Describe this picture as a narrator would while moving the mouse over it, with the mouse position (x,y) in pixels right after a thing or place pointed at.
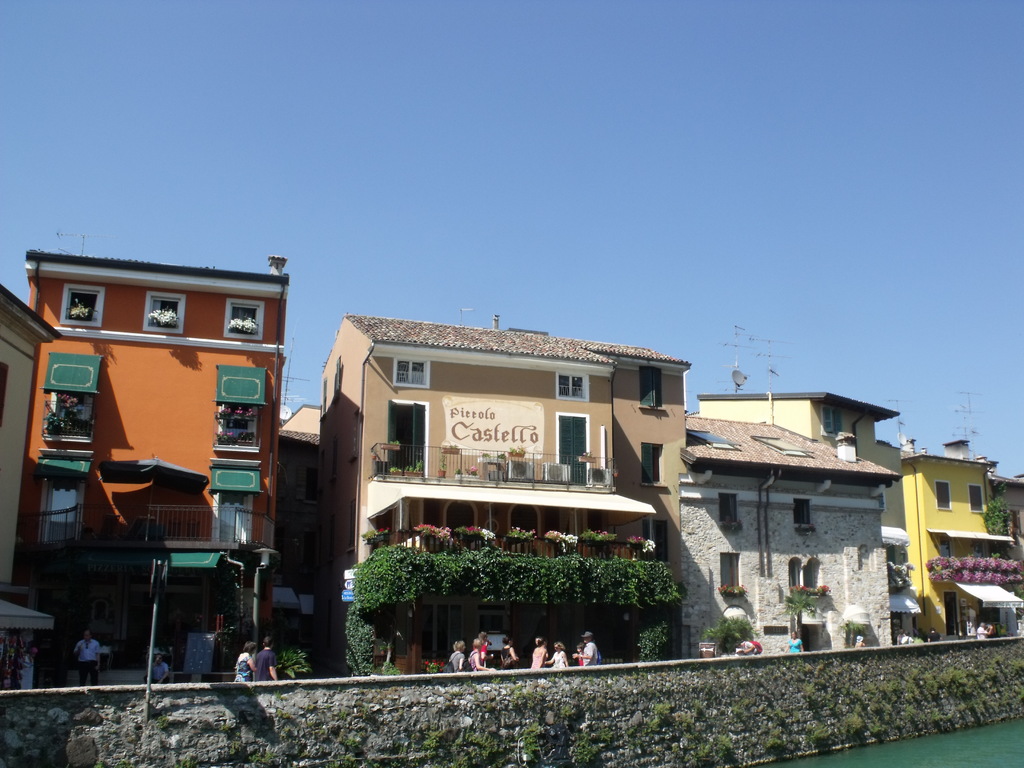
In this image in the center (449,427) there are buildings (968,480), plants (477,567) and some people (911,635) are walking and there is a wall (144,736) and pole (148,701). At the bottom (976,741) there is a pond (958,736), and in the background (477,216) there is sky (387,239). On the buildings (648,417) there are some antennas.
